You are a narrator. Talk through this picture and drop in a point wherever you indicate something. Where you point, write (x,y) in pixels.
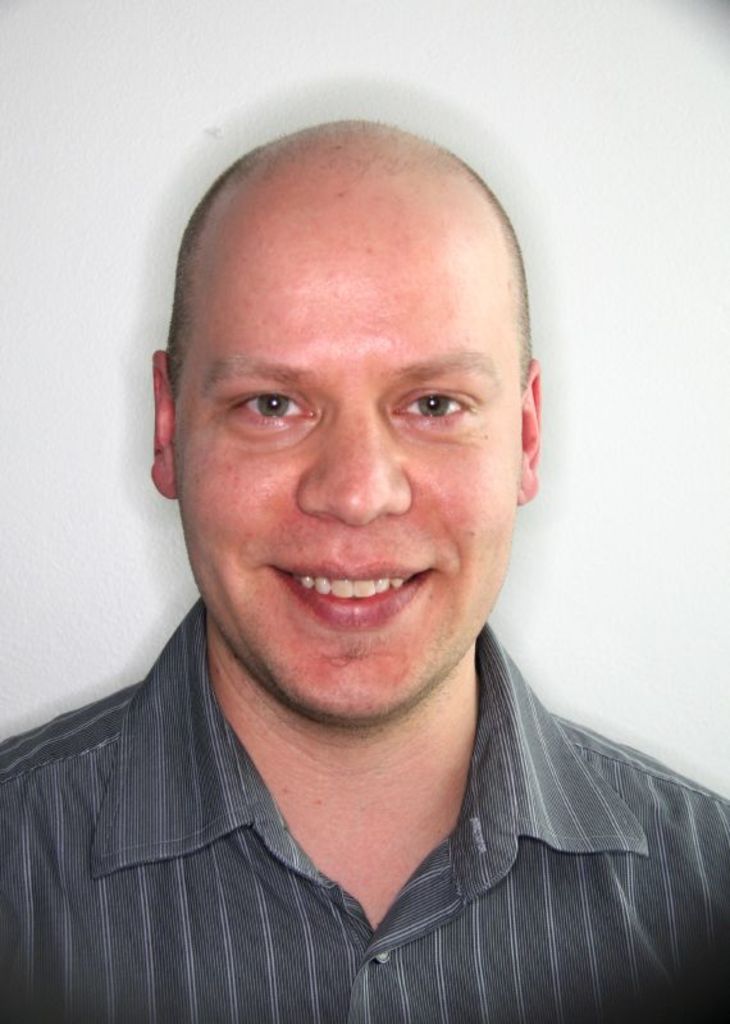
As we can see in the image there is a white color wall (665,296) and a man (389,721) wearing black color shirt (416,886).
